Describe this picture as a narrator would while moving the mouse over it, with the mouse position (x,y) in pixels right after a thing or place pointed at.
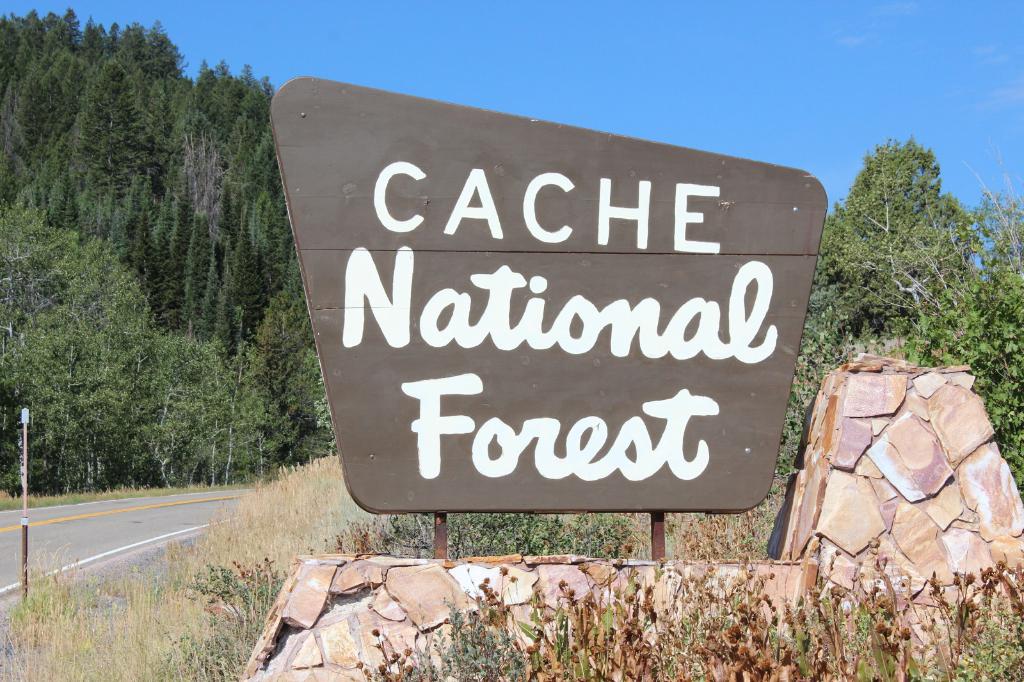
This image consists of a board (527,449), fence (457,567), grass (217,626), pole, trees (259,426) and the sky (718,135). This image is taken may be during a day.
